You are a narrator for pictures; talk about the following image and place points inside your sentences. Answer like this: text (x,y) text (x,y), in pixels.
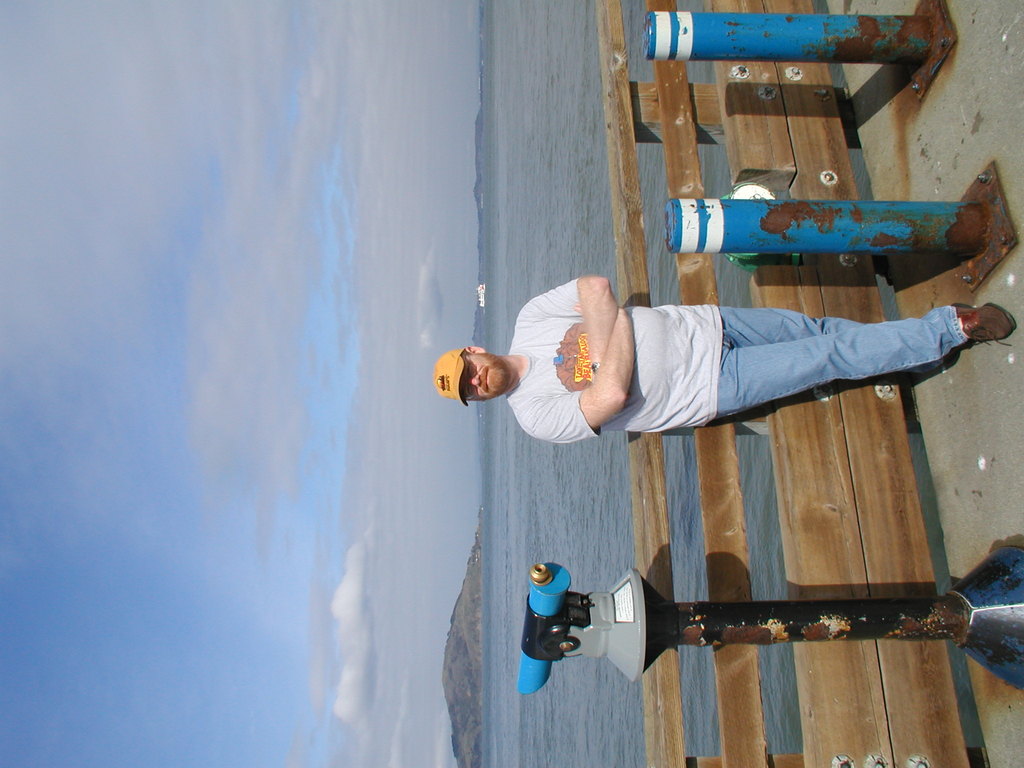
In this picture we can see a person (695,332) standing on the ground (935,413), he is wearing a cap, at the back of him we can see a fence (872,316), here we can see an object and metal poles (842,209) and in the background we can see an object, water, mountains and sky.
